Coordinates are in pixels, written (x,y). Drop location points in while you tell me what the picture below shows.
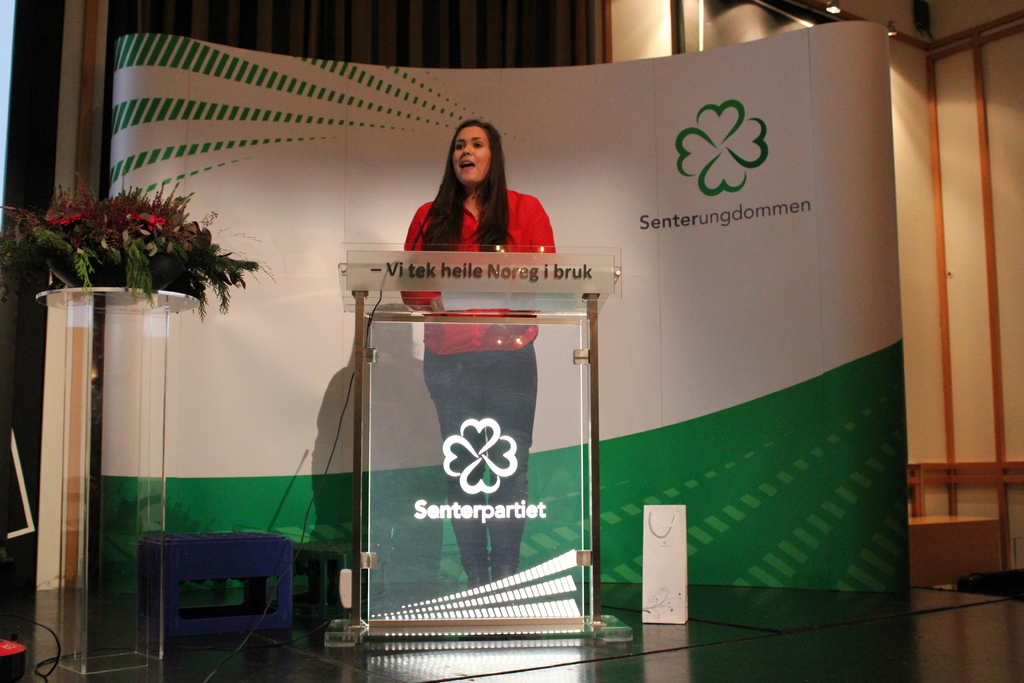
In this image, we can see a woman (434,251) is standing behind the glass podium (481,423) and talking. Background (417,159) we can see banner (588,177), curtains (572,36) and wall (1021,80). Left side of the image (196,553), we can see stools (209,556), stand (127,450) with flower bouquet (106,234). At the bottom (688,674), we can see the stage (632,597) and carry bag (661,569).
